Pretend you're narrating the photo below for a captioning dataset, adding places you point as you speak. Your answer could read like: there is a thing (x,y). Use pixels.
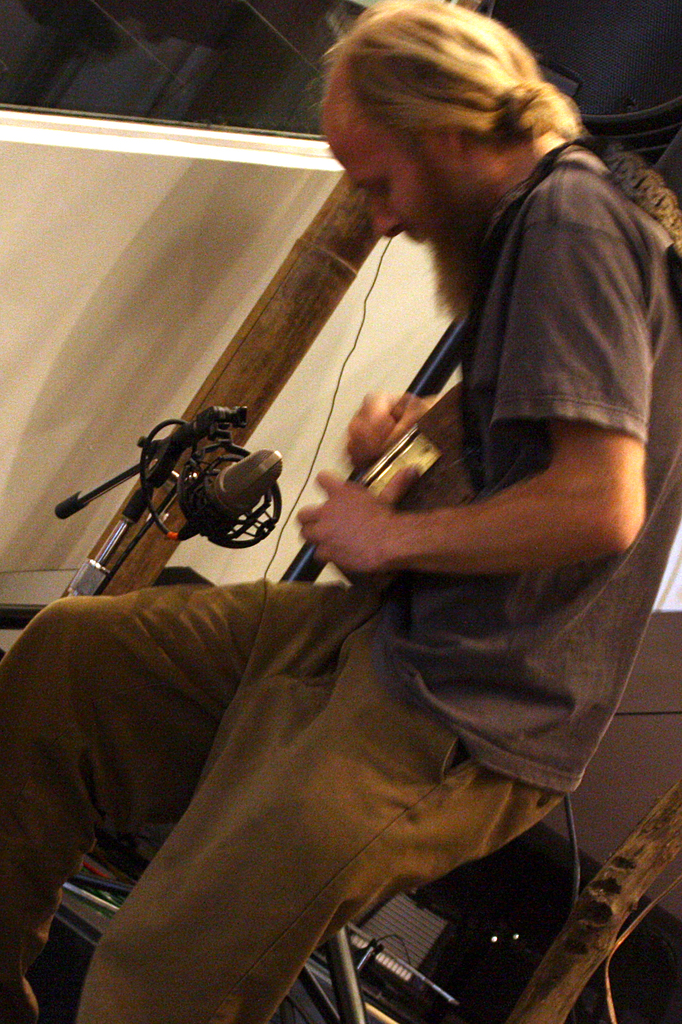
In the picture I can see a person (559,470) sitting and holding an object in his hands (361,571) and there are some other objects (655,843) in the background (653,834).
